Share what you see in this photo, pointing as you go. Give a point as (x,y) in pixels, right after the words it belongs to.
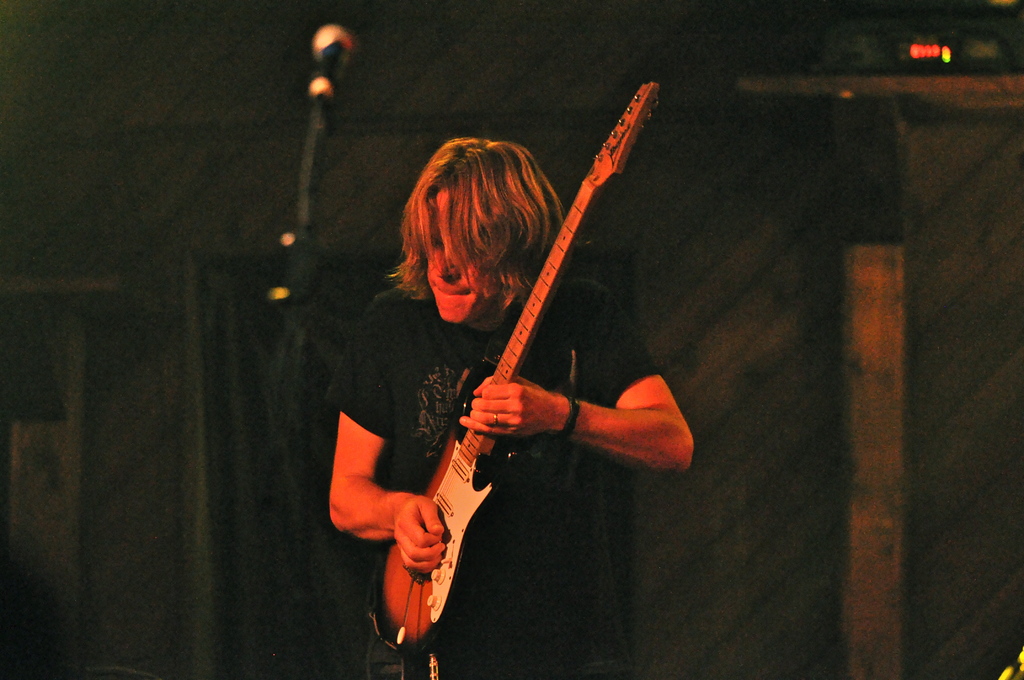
In the image there is a man (494,333) playing a guitar (450,494) and the background of the man (648,460) is blur.
